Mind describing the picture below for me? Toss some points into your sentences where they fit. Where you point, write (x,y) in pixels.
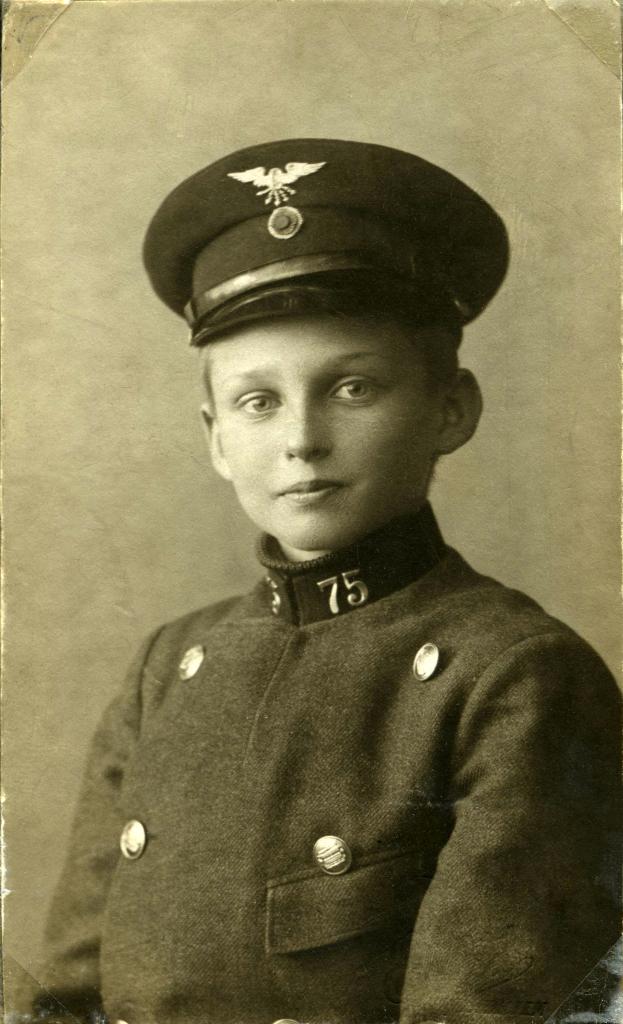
There is a person (275,728) wearing cap (213,270). On the cap (237,223) there is an emblem (285,198). In the back (383,34) there is a wall (469,464).
